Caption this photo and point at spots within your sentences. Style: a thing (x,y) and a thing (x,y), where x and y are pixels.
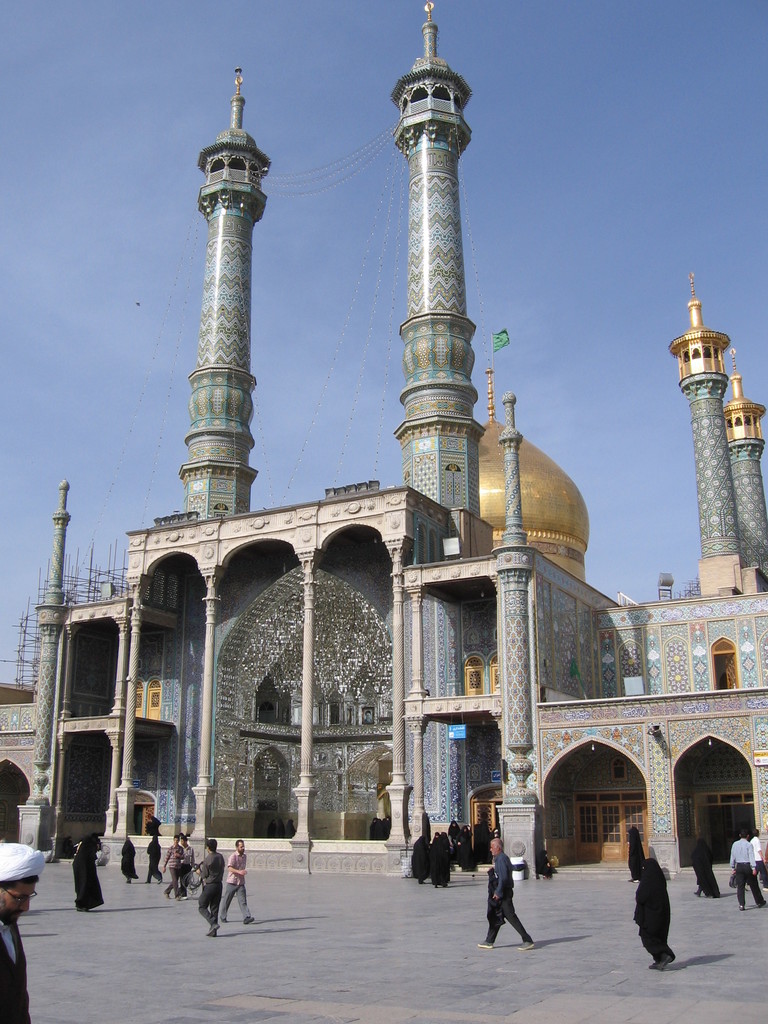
In the image we can see there is a mosque (290,657). On top (560,126) there is sky (370,100) and some people (180,868) walking on road (343,952).
